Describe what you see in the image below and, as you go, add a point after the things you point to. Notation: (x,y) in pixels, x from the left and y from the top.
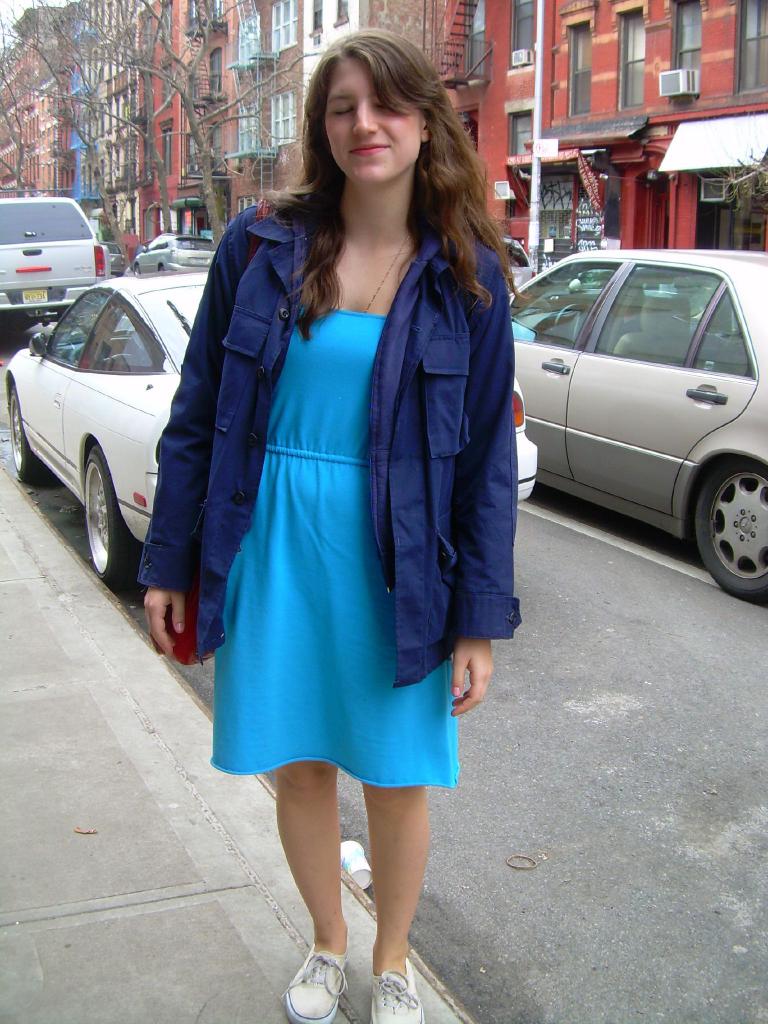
In this image I can see a woman (503,438) is standing. I can see she is wearing light blue dress (340,532), blue jacket (381,415) and white shoes (322,971). In the background (668,293) I can see number of vehicles (675,350), few trees (35,2), number of buildings (292,129) I can see number of windows (289,114).
